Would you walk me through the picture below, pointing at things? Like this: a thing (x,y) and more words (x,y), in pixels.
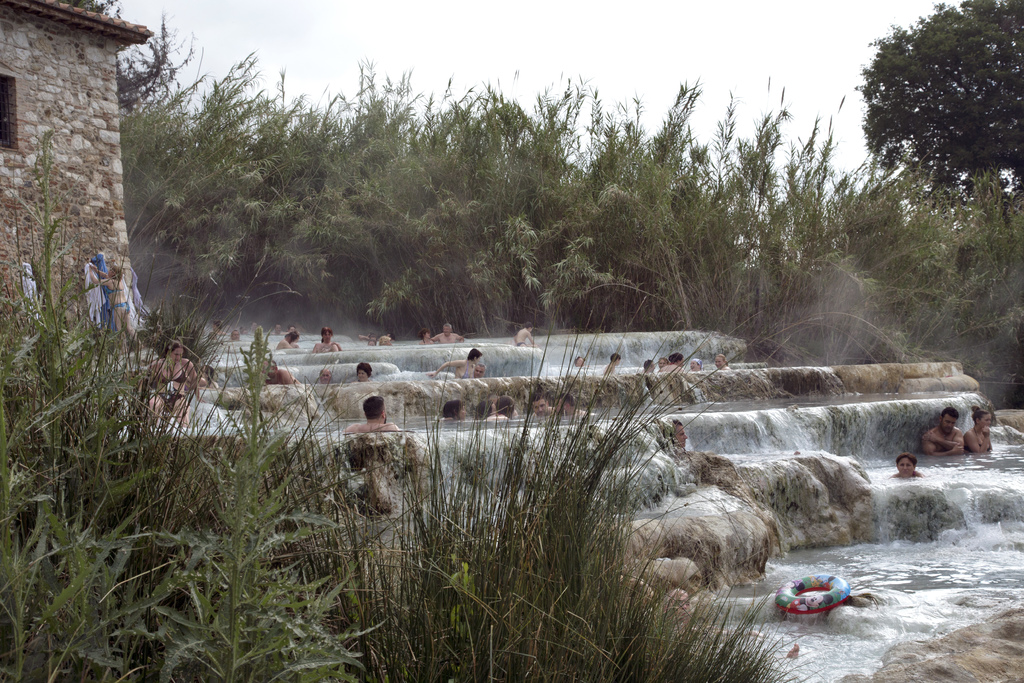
In this image people (505,403) are in the water (1020,557) which is flowing over the rocks (432,413). Left bottom there are plants (286,549) and grass (377,543). Left side (12,174) there is a house (99,190). Before there are people (112,295). Background (378,304) there are trees (926,303). Top of the image (615,43) there is sky (633,81).
